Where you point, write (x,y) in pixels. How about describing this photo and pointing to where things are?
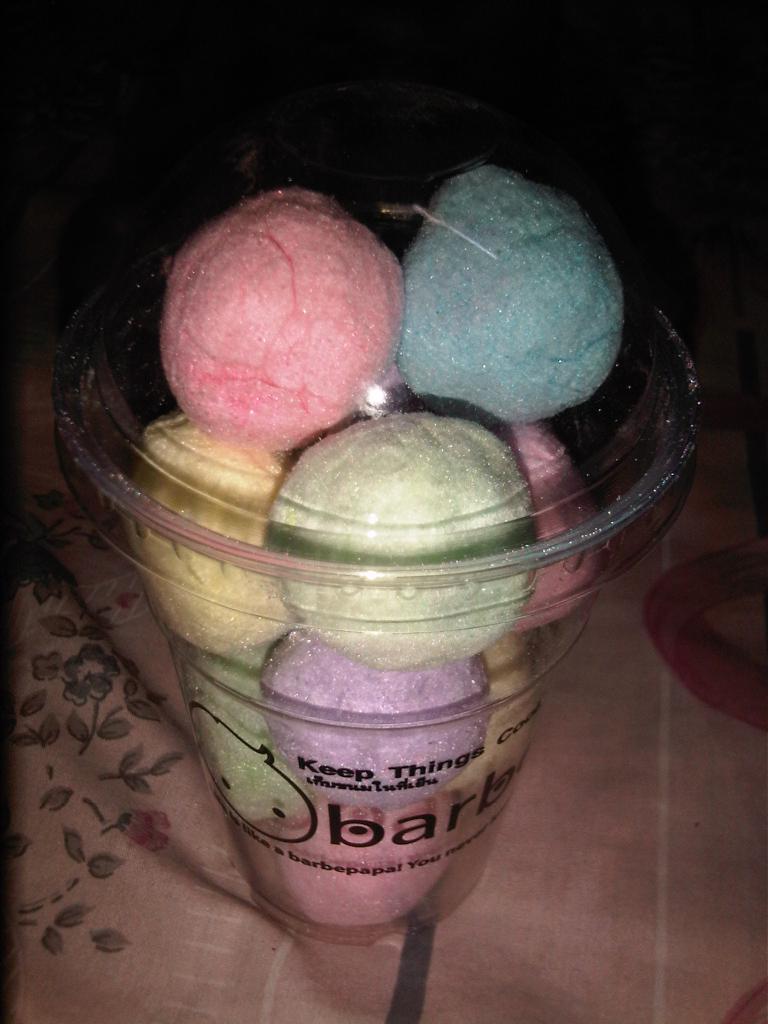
In this image we can see different color balls (576,263) in a glass (429,576) which is on the cloth (732,914). There is a dark background (71,167).
